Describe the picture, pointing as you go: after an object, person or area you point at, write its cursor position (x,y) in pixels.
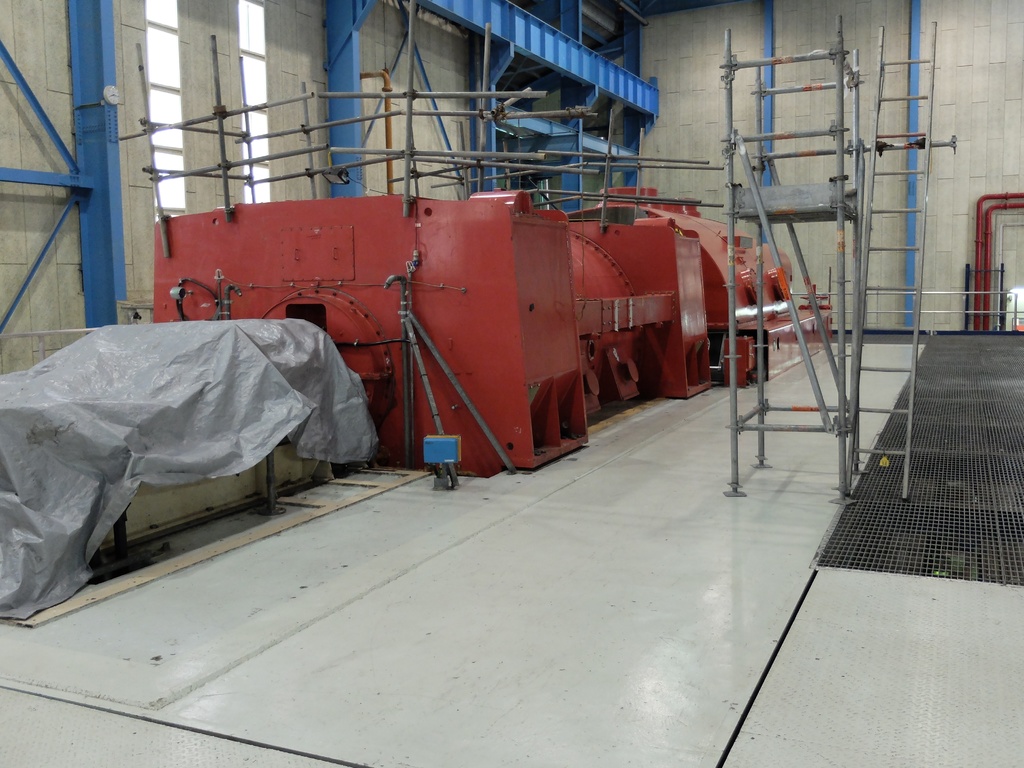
In this picture, we can see the ground (383,525) with some metallic objects (745,323), cover (250,405), and we can see the wall (124,129) with metallic object (104,127), entrance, and we can see ladder (880,93).
